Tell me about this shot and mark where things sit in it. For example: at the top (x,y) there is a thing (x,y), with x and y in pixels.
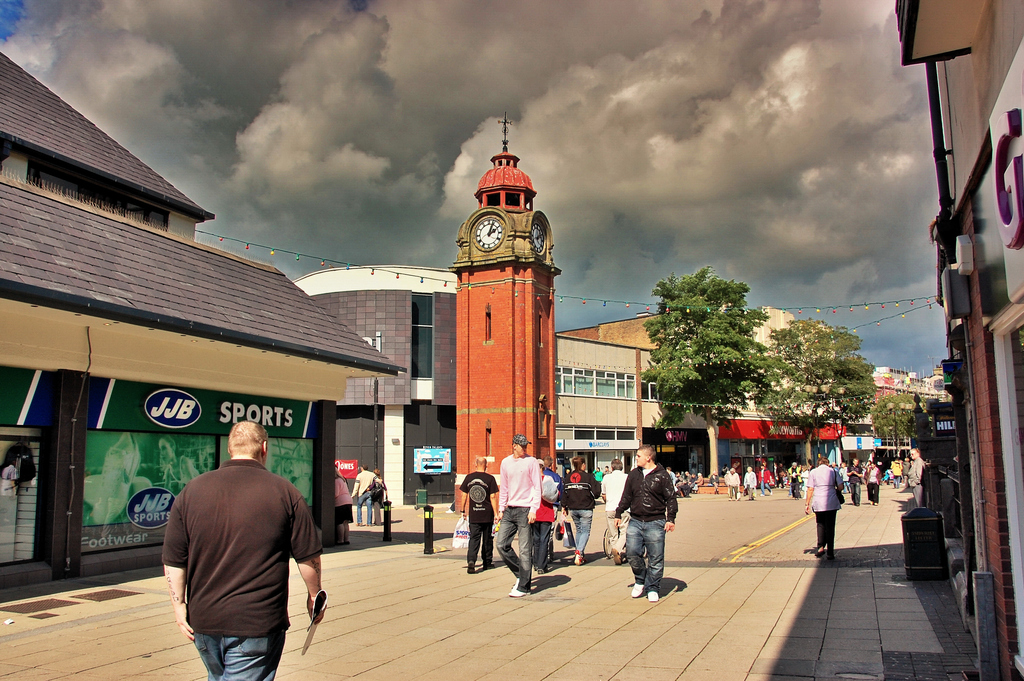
In this image we can see these people (224,576) are walking on the road (881,508). Here we can see houses (192,363), boards (160,410), clock tower (498,300), buildings (634,393), trees (856,384), wires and the cloudy sky (793,132) in the background (604,234).
